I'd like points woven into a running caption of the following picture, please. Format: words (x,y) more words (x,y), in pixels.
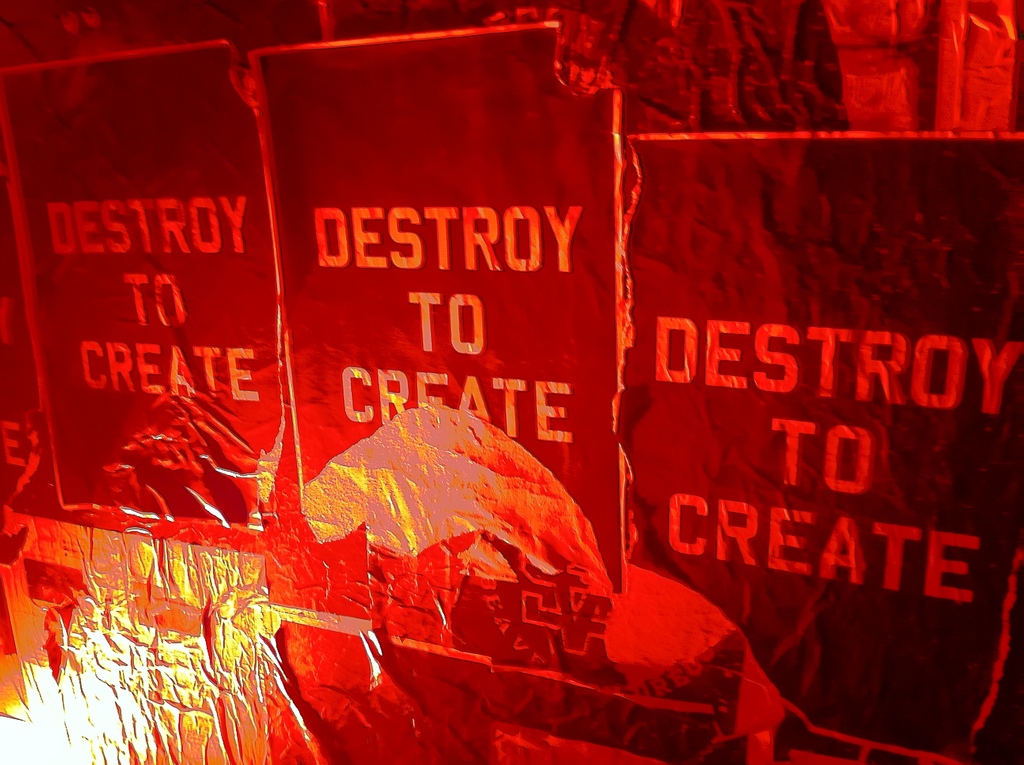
In this image we can see advertisements (391,398).
